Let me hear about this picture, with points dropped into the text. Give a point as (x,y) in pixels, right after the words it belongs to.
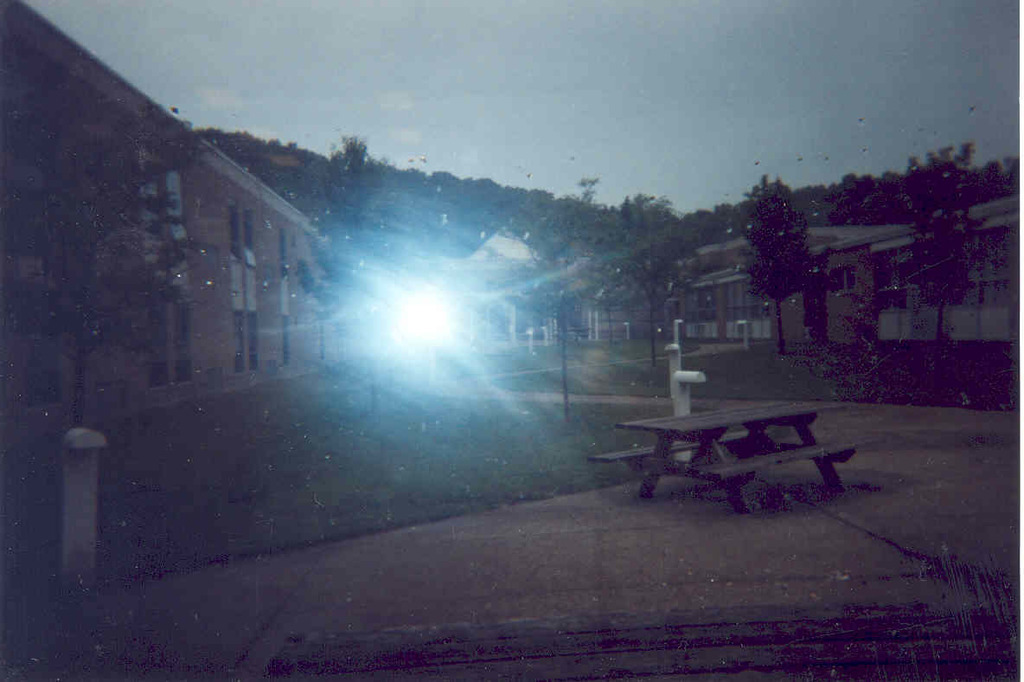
Here I can see a bench (727,477) on the road (721,579). Beside that I can see the grass (461,461) in green color. In the background (585,258) there are some buildings (863,244) and trees (664,263) and also I can see a light (424,317). On the top of the image (617,89) I can see the sky (423,91).
